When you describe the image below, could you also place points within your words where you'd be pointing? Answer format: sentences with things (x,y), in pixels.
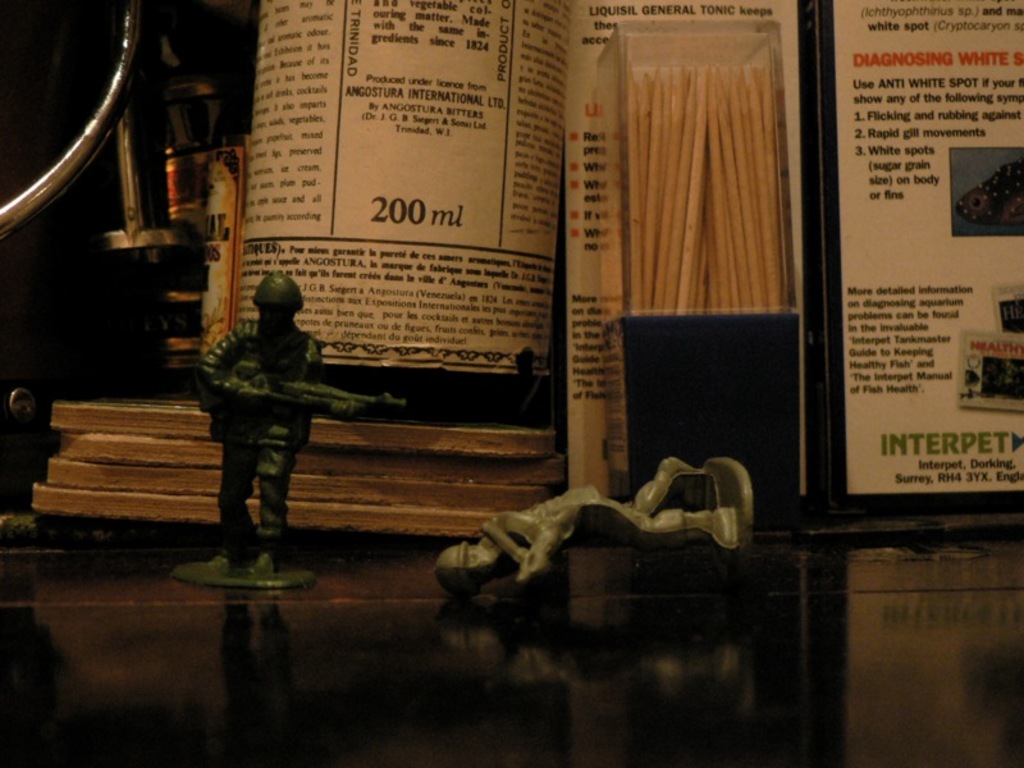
In this image we can see figurines (232,504) placed on the surface (501,618). In the background (565,392) there is a bottle (536,374), box (692,351), boards (418,468) and an object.
